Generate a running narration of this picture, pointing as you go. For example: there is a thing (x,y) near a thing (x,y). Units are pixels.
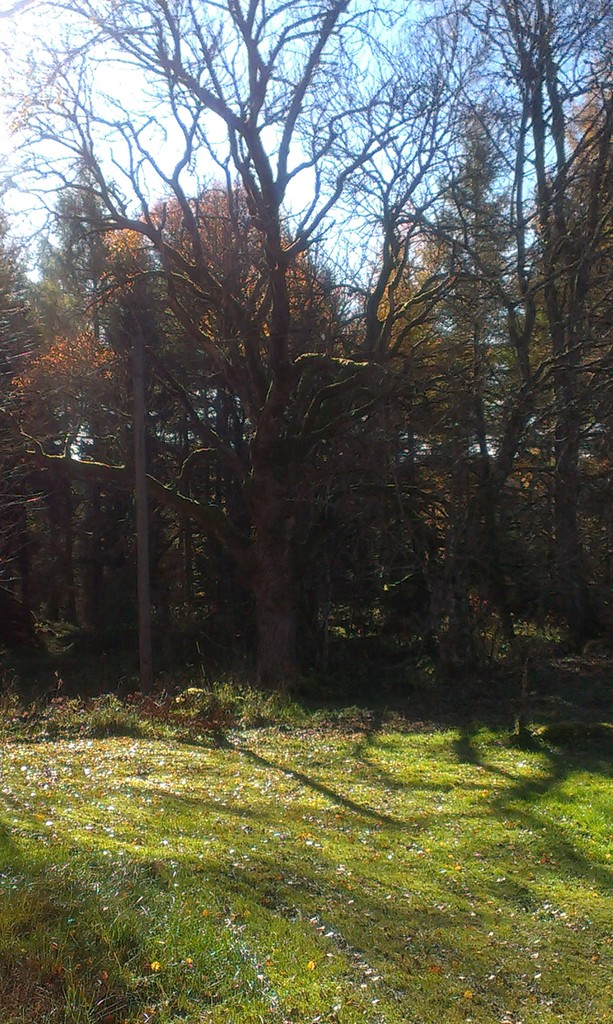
In this picture we can observe some grass (266,886) on the ground (297,835). In the background (260,474) there are trees (257,427) and we can observe a sky (128,85).
